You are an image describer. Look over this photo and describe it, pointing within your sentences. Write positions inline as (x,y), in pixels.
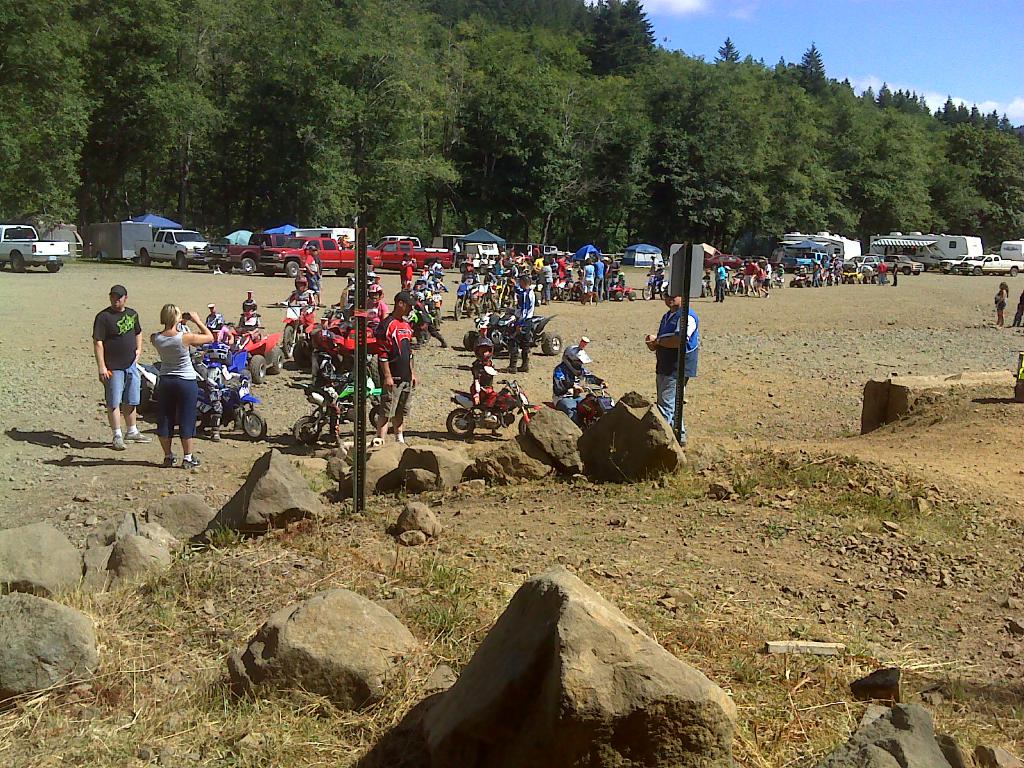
In front of the image there are rocks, boards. There are a few people (398,356) standing and there are a few people (649,274) sitting on the vehicles (475,334). Behind them there are cars (378,268), tents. In the background of the image (824,174) there are trees (814,166). At the top of the image (769,11) there is sky (773,11).
